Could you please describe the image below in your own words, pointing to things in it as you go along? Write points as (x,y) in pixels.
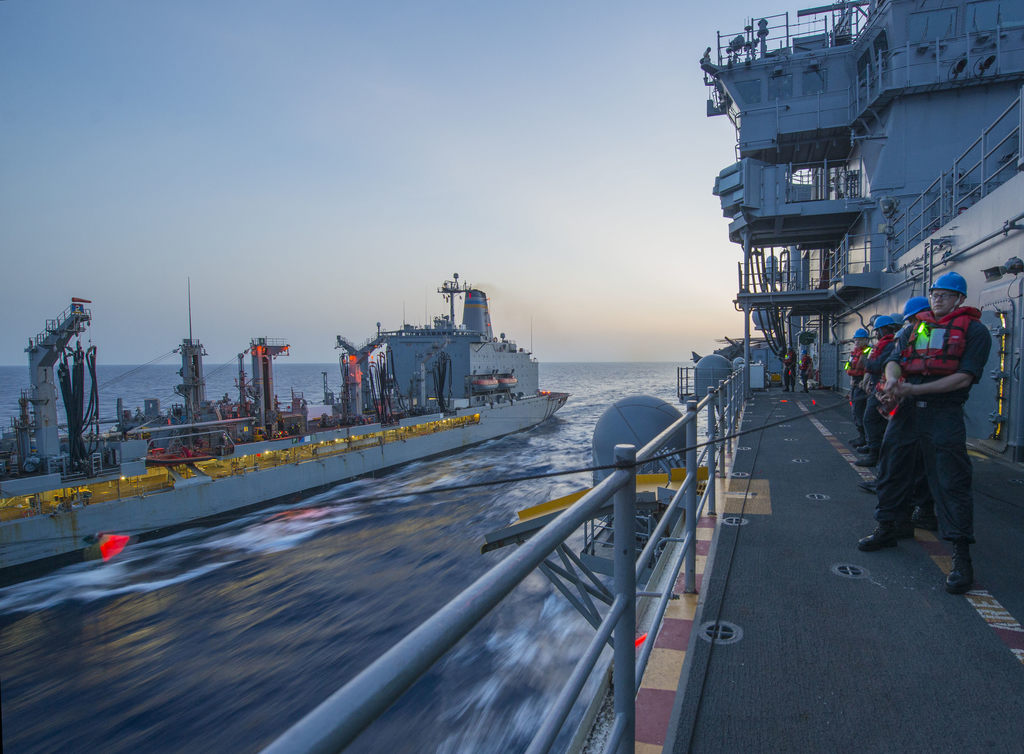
In this image I can see two ships (929,92) on the water (588,372) and to the right side of the image (912,427) I can see few men (895,448) wearing red colored jackets (949,330), blue colored helmets (915,312) are standing on the ship (975,531) and holding the rope (873,401) which is black in color in their hands (898,381). In the background (508,197) I can see the sky (590,201) and the water (621,389).
